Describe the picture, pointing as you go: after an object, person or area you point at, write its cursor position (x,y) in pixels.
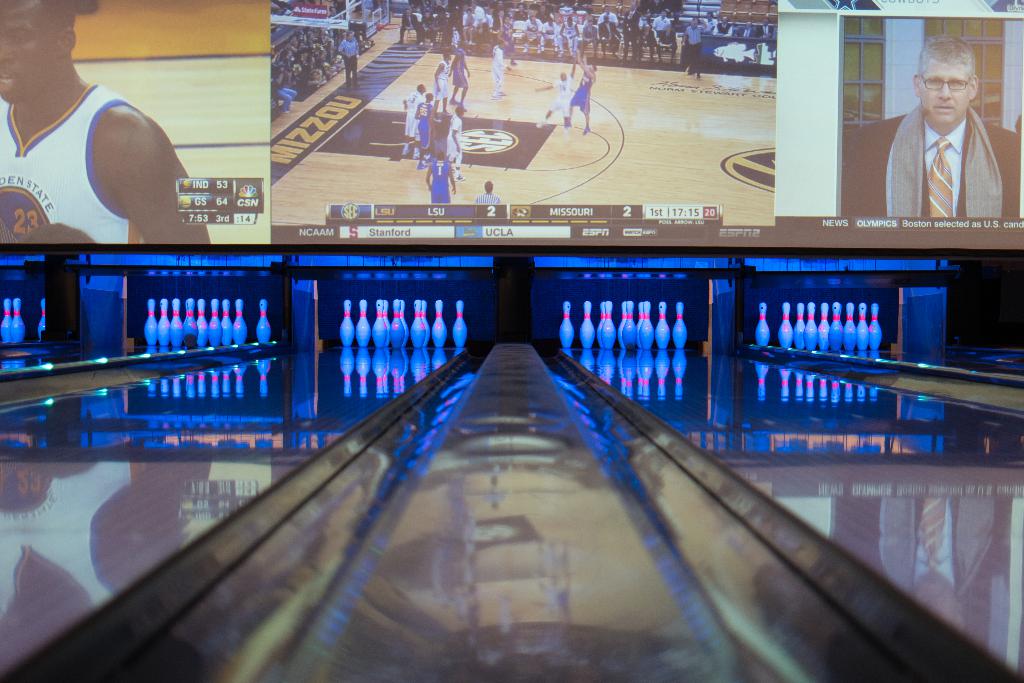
In this image there is a ten pin bowling game (588,303), in the background (197,23) there is a screen (28,233), on that screen (144,49) there are some pictures (704,154).
